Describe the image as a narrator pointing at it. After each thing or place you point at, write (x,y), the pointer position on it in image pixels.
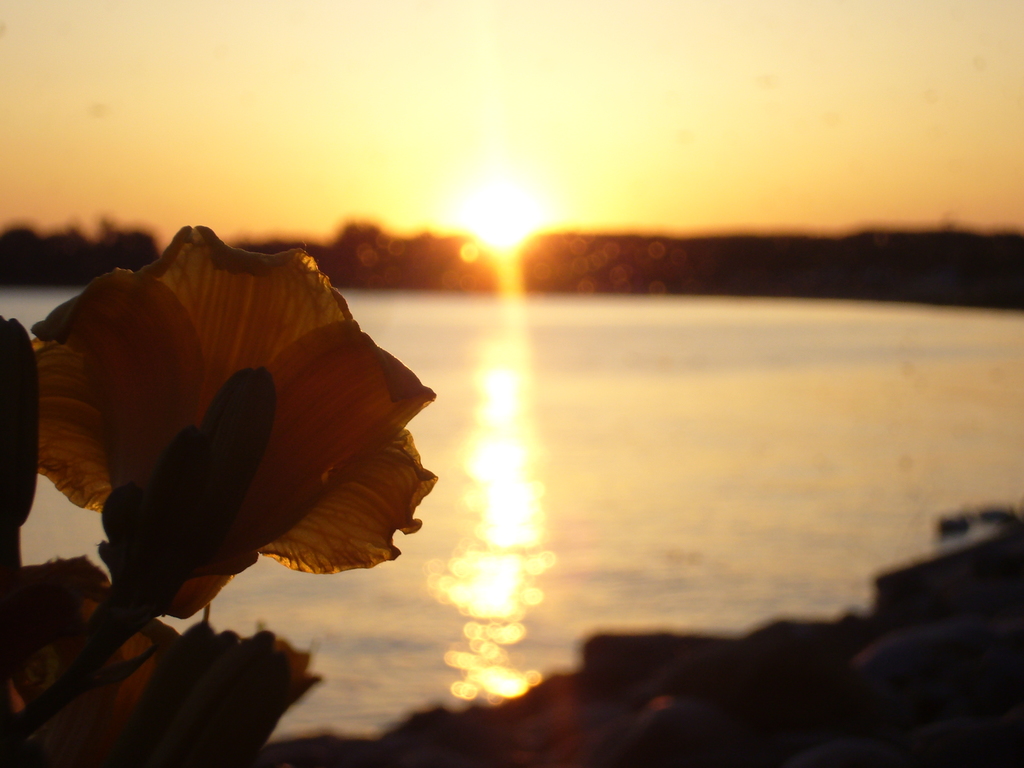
In this image we can see a flower (304,336) and water (599,425). In the background (254,96) we can see sky (549,166) and sun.
